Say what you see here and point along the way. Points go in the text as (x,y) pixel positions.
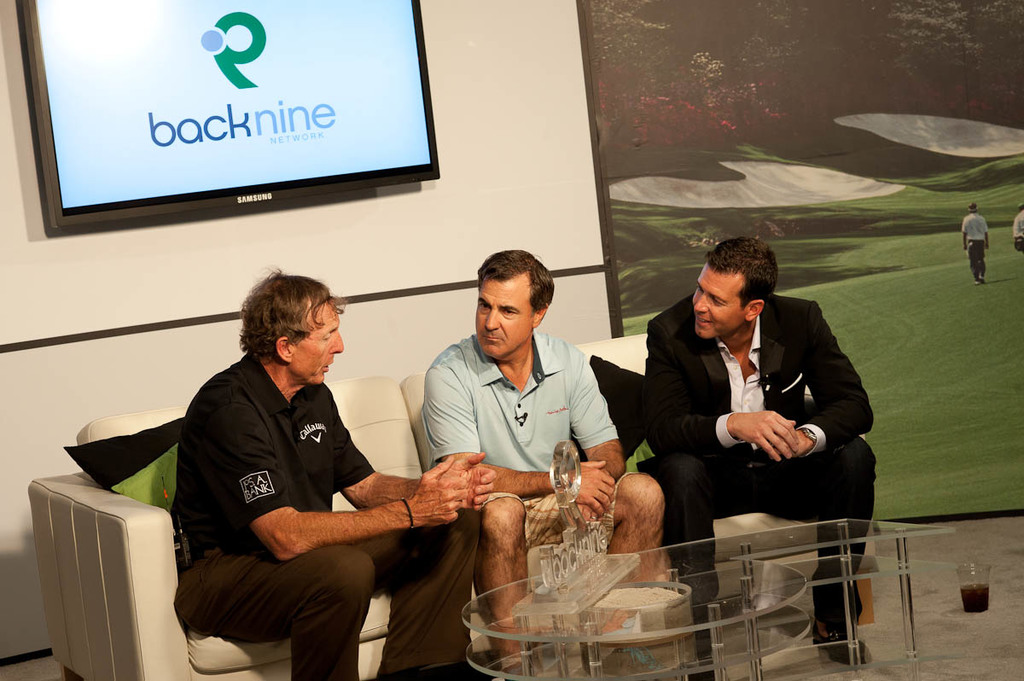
In this image I can see three people (826,518) are sitting on a sofa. I can also see a photo (907,509) and a television (363,168) on this wall (488,181). Here I can see a glass table (515,599) and a glass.
